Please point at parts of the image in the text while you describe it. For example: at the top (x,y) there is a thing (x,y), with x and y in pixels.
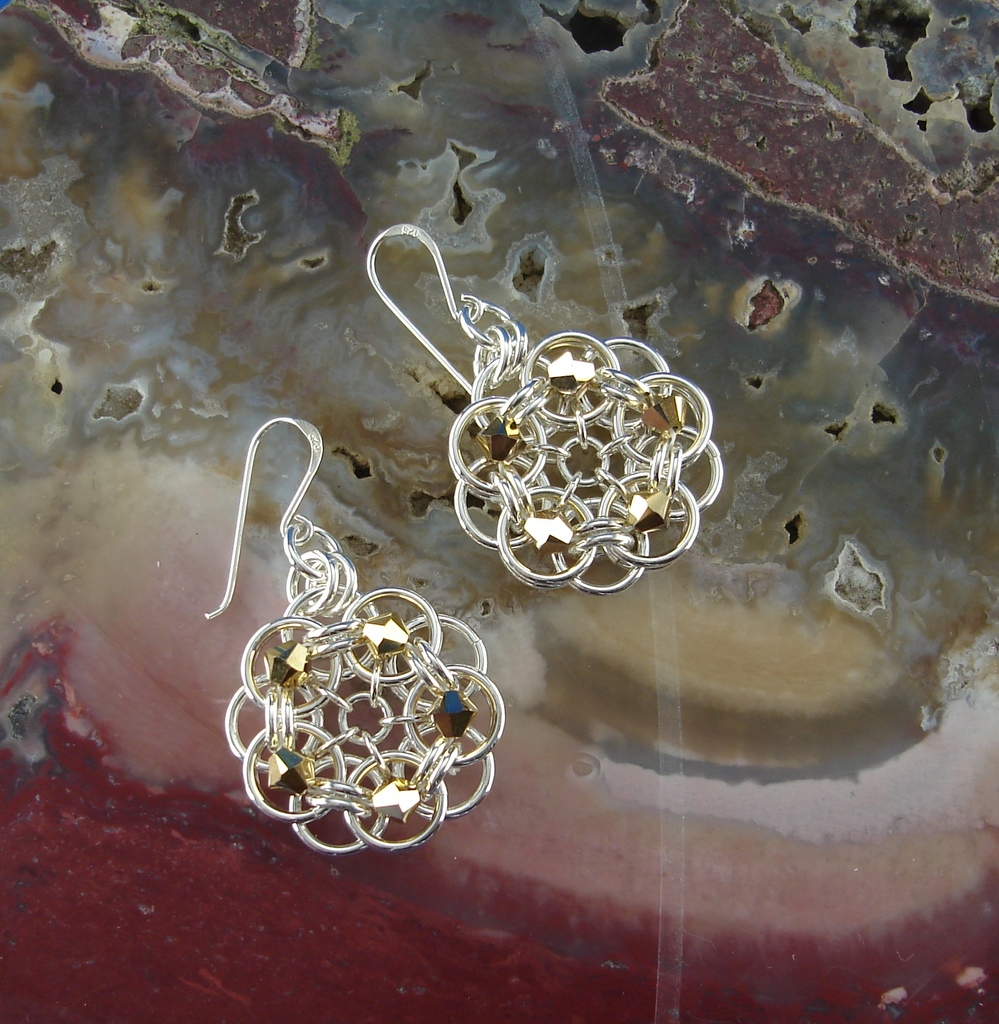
Here this is the picture where we can see the beautiful earrings (439,719) placed on the stone (671,869). Which are very beautiful and silver in colour.
